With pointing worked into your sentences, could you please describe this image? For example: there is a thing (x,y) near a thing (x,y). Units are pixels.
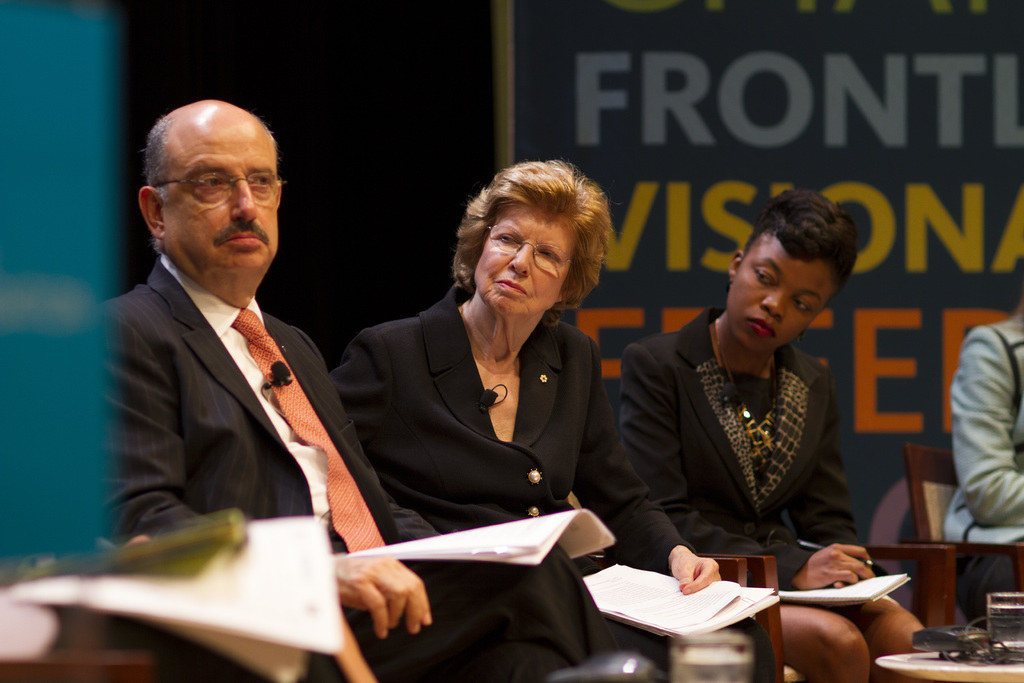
In this picture we can see there are four people (436,465) sitting on chairs (743,580) and some people (643,502) holding the papers (633,569). In front of the people (820,501), it looks like a table (939,671) and on the table (903,663) there are some objects (938,643). Behind the people (549,347) there is a board (643,200).
